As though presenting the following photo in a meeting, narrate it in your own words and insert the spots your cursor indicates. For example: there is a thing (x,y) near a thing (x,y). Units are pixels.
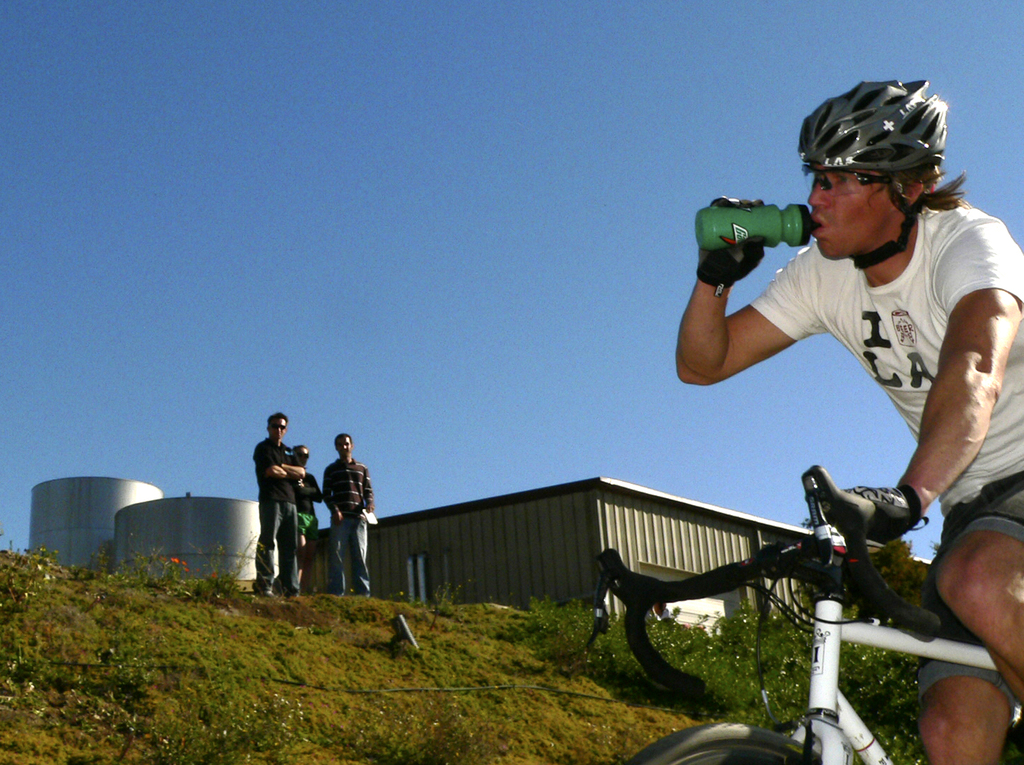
This is an outside view. On the right side (948,494) there is a man (943,332) wearing a helmet (868,143) to the head (872,142), holding a bottle (741,227) in the hand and riding a bicycle (834,582) towards the left side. On the left side (278,487) there are three persons (291,492) standing and looking at this man (916,241). There are few plants (261,636) on the ground (352,683). In the background (469,567) there is a shed (494,550) and few metal objects (161,516). At the top of the image (357,177) I can see the sky (218,275).
